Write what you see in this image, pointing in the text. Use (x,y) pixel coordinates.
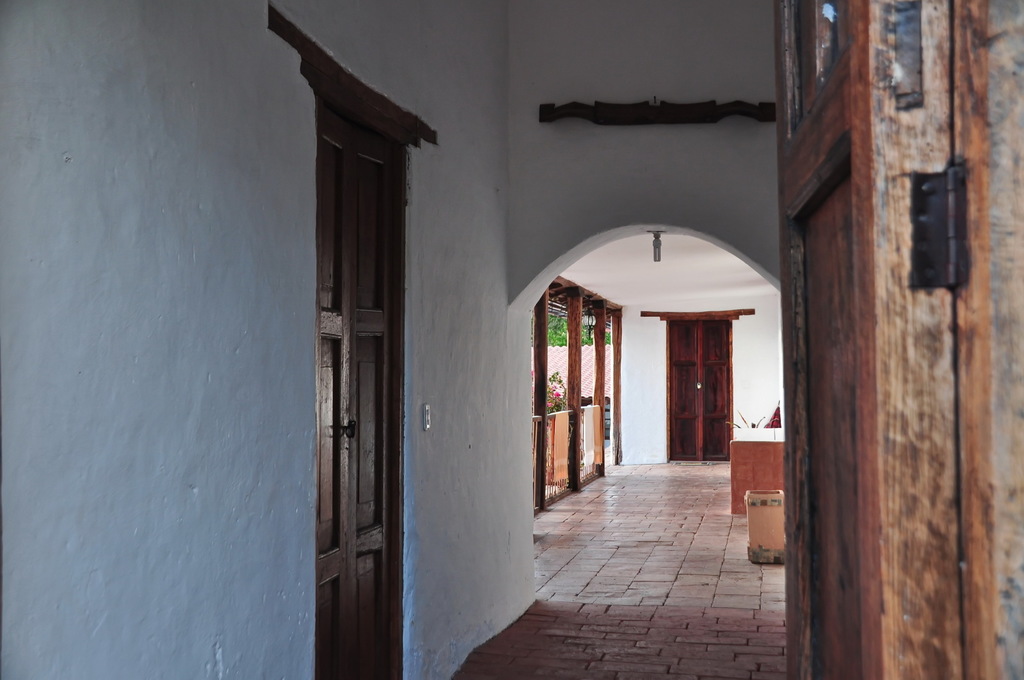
In this image we can see the inner view of a building (621,392) and there are doors (793,506), walls (763,354) and some other objects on the floor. We can see a wooden object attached to the wall (284,146).
